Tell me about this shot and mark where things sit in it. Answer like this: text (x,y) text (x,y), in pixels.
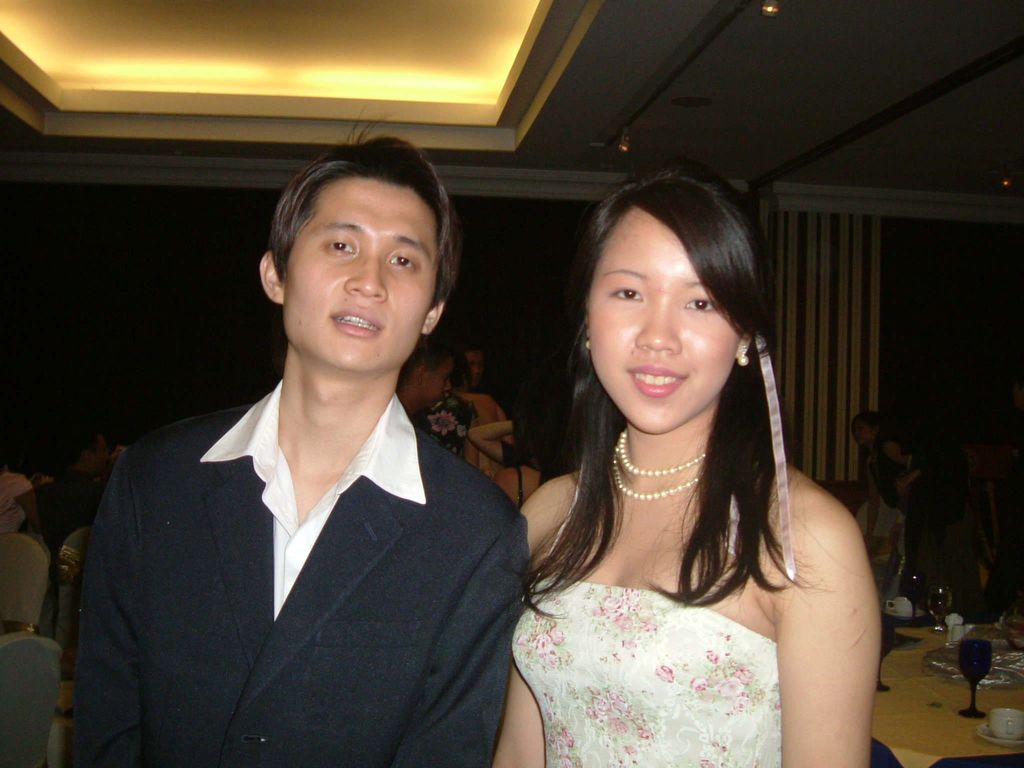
In this image I can see two persons (368,475). The person (569,613) at right (772,485) wearing white dress (564,610) and the person (447,584) at left (339,564) wearing black blazer (339,564), white shirt (284,546). Background (21,479) I can see few people (62,514) and few chairs (40,687).
